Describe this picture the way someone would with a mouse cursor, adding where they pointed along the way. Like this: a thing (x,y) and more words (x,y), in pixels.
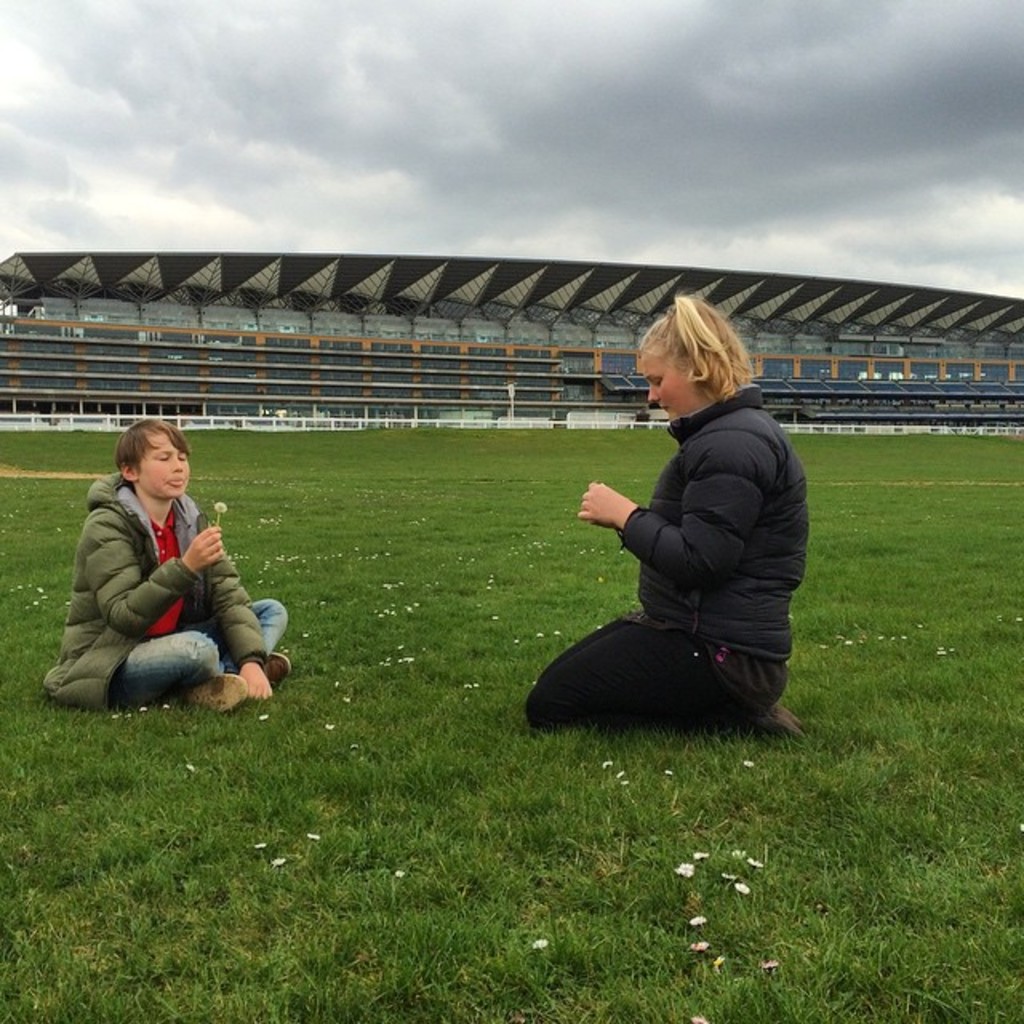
In this image there are two people (700,693) sitting on the grass (623,1003) holding flowers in hand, around them there are some flowers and stadium (51,326) beside them.
